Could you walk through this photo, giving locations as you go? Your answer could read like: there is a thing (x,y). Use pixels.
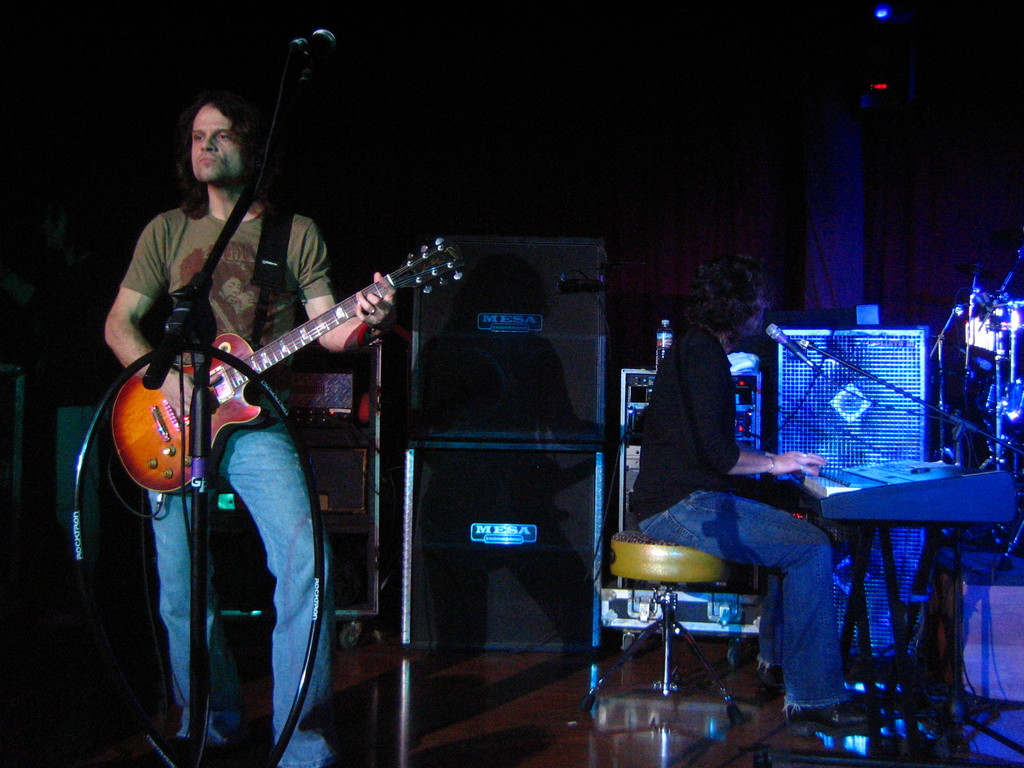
This picture describes about group of people (229,458), in the left side of the given image a man (174,271) is playing guitar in front of microphone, and in the right side of the given image a woman (643,453) is seated on the chair (711,565) and playing keyboard (948,471).
